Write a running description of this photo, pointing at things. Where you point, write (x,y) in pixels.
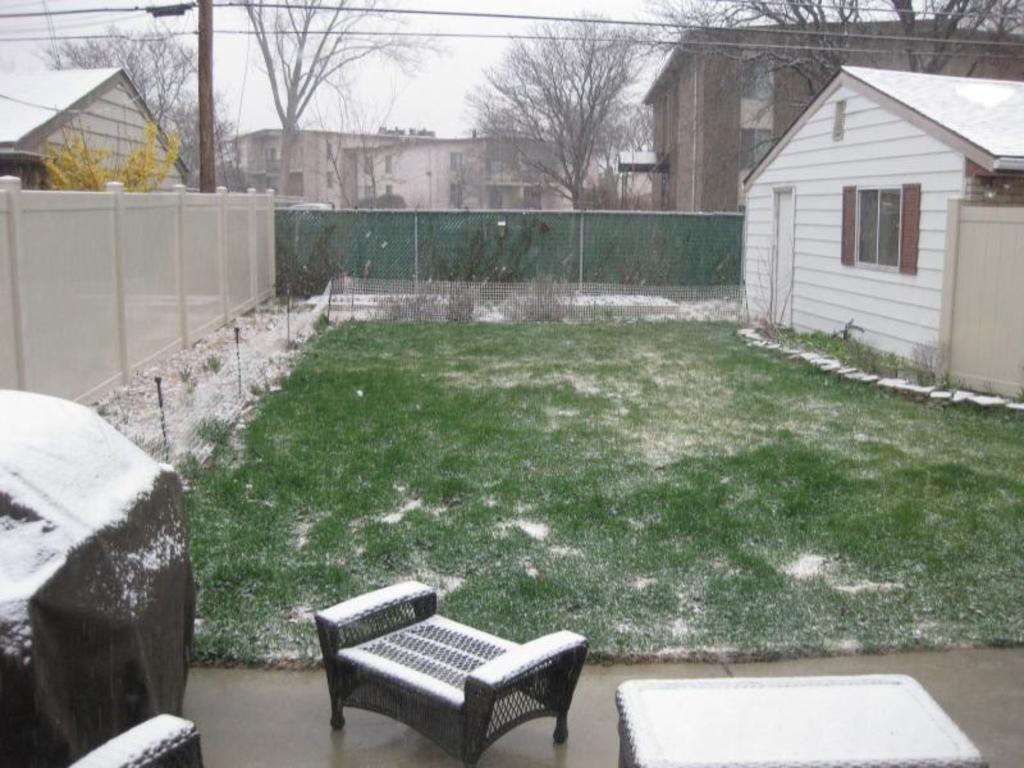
In this picture I can see few buildings (935,250), trees (584,138) and I can see grass (571,420) on the ground (513,395) and I can see snow (810,721), a chair (467,652) and a table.
